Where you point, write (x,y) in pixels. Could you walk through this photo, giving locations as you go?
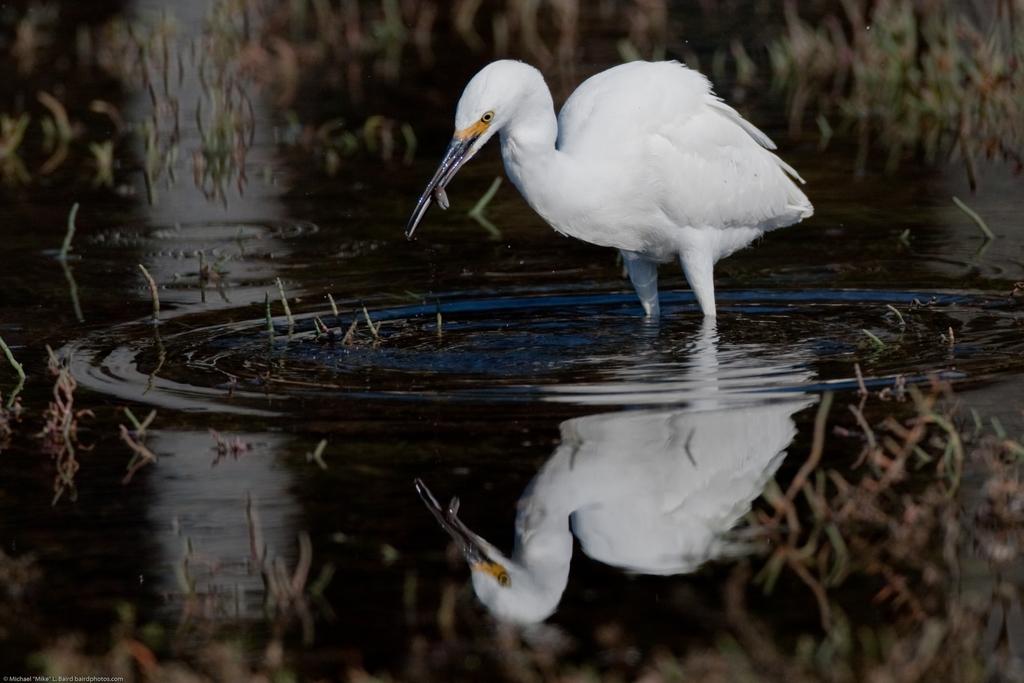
In the center of the image (599,248), we can see a crane (650,277) and at the bottom (474,500), there is water (664,453).
